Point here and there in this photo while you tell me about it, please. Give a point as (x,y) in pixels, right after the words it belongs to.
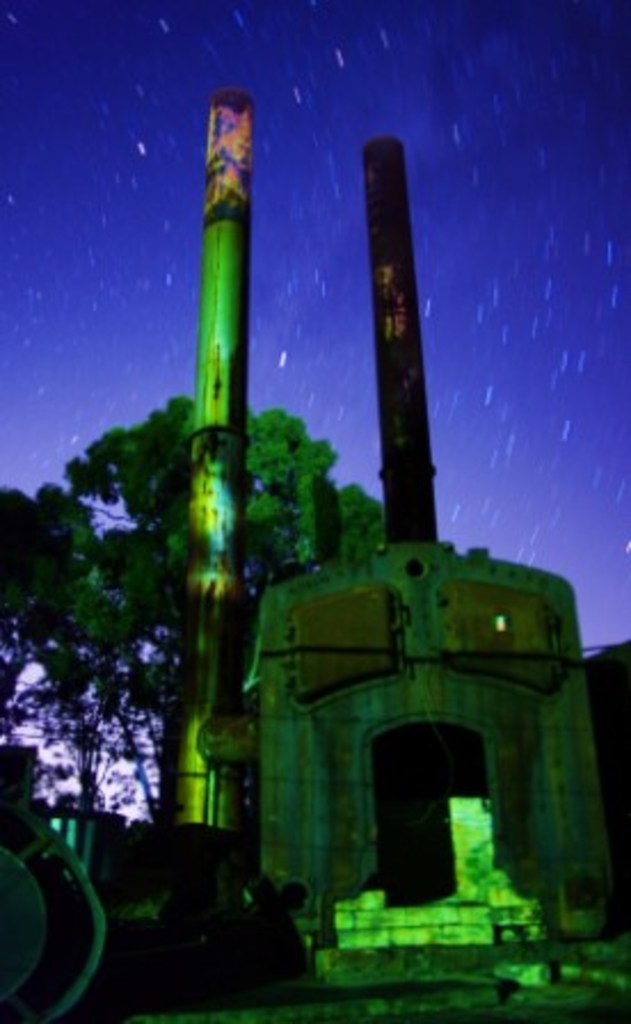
This is a colorful picture. In the background (328,84) we can see the sky (172,223). In this picture we can see trees (115,565), poles (213,492) and objects (182,919).
